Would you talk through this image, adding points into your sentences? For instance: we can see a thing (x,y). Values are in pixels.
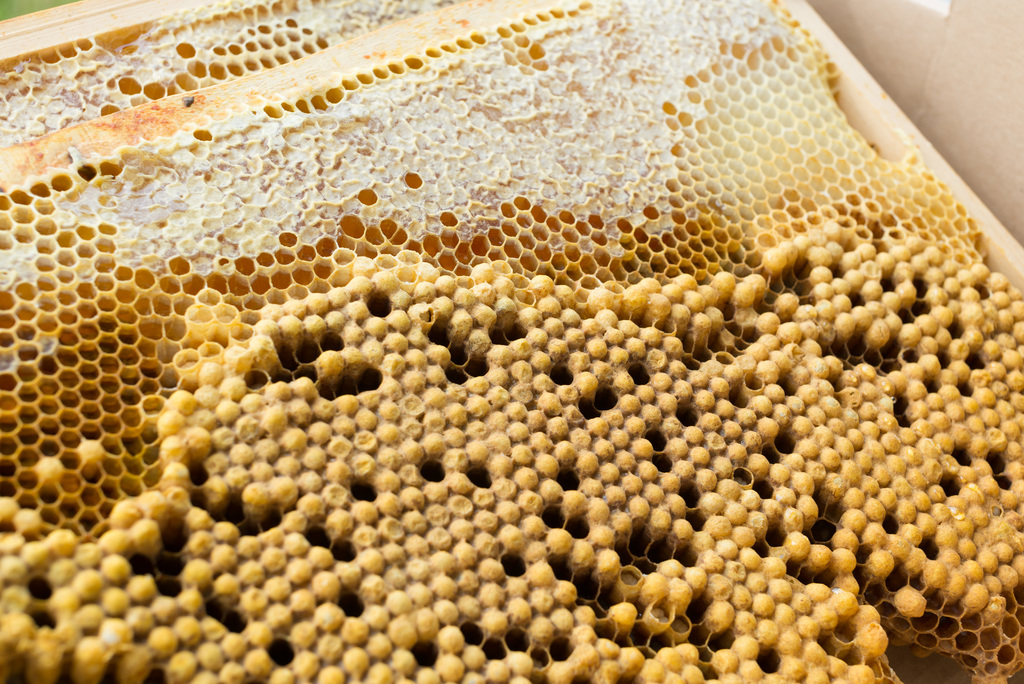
In this image we can see honeycomb (287,342).
